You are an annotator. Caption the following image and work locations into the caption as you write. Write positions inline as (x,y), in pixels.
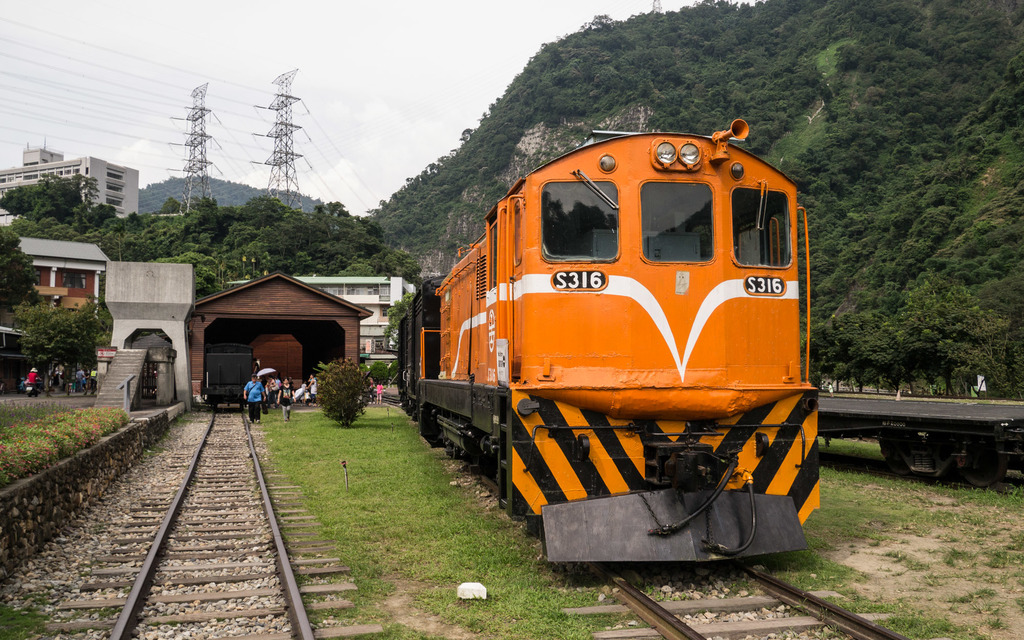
In this image there is a train (547,417) on the tracks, beside the train (539,366) there is grass (311,480) and tracks (224,503) on the surface (170,495) and there is platform (164,413) and there are a few people (249,384) on the surface (200,411), in the background of the image (73,295) there are buildings (31,245) and mountains (199,209) and there are electrical towers (274,135) with cables (182,131) on it.
